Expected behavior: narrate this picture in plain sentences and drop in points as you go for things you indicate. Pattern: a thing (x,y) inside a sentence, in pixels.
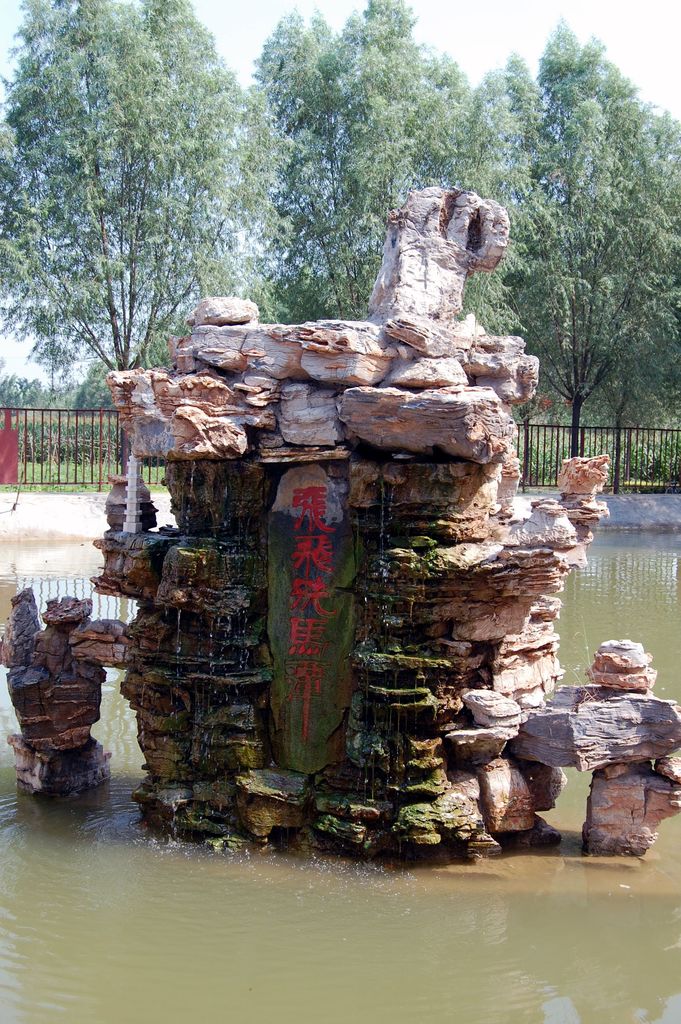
In the image we can see in front (315,512) there is a hill (353,609) of stones (373,816) standing in between the water (407,874) and there is a matter (314,498) written on the hills (285,466) in a chinese language. Behind there are lot of trees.
